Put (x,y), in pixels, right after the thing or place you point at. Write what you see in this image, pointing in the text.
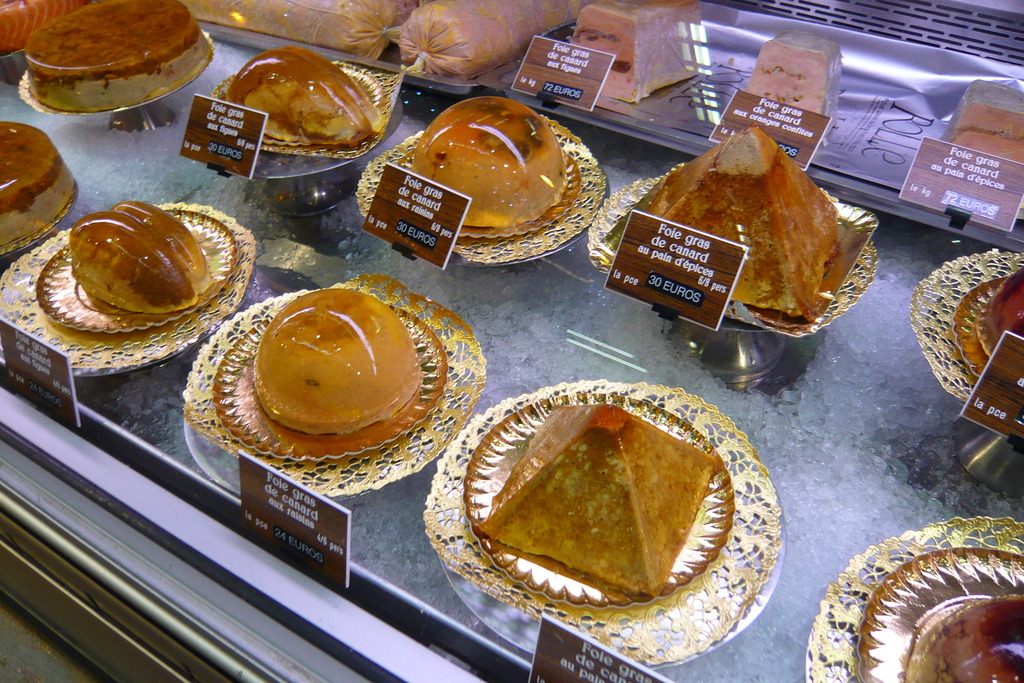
In the center of the image (353,454) we can see food items (509,496) in plates (975,517).
